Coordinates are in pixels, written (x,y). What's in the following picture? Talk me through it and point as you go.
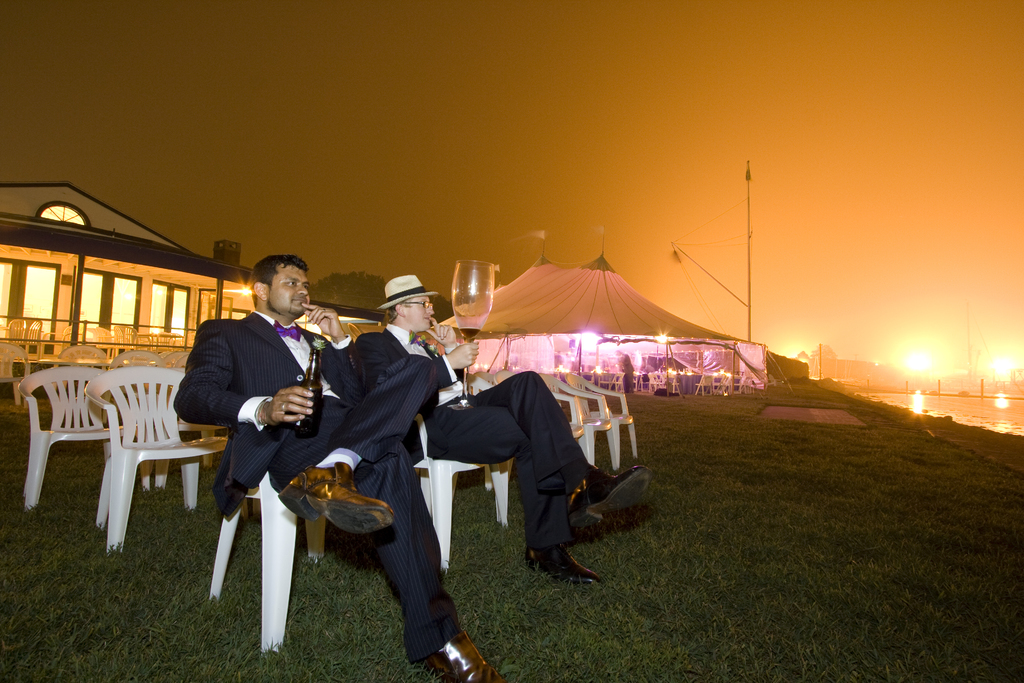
In this image we can two people (540,516) sitting on the chairs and holding some objects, there are some chairs (120,342), lights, poles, grass (52,563), water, tent (754,362) and house (110,320).
